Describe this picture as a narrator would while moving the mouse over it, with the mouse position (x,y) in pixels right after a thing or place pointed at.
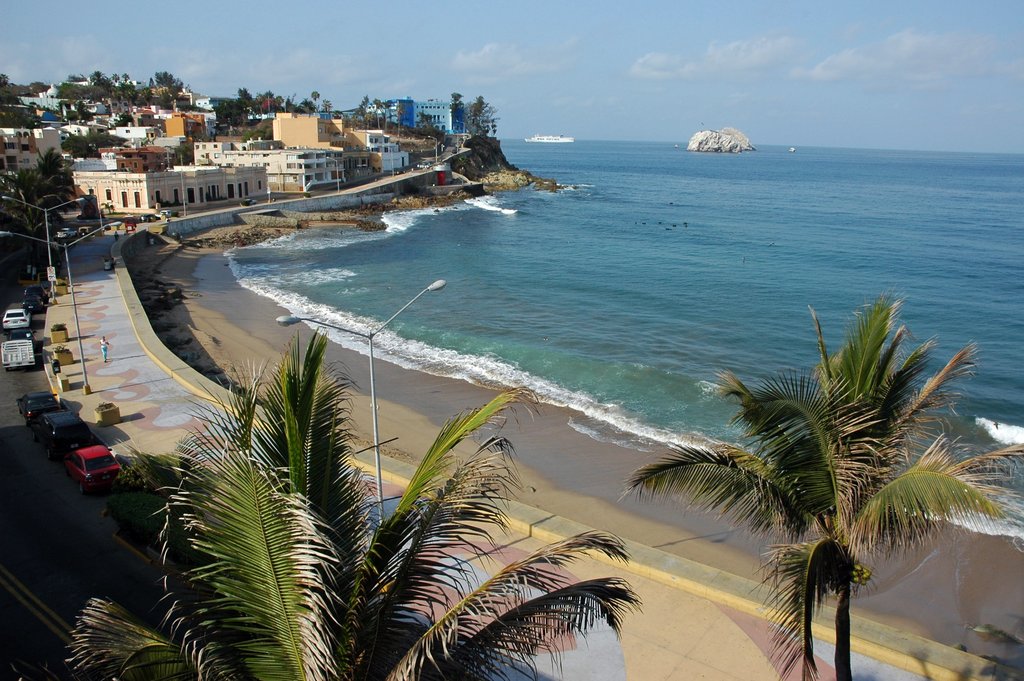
In this image there is a person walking on the pavement (133,375) having street lights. Bottom of the image (101,669) there are trees (284,673). Left side (27,336) there are vehicles (39,442) on the road (15,524). There are buildings (255,151) and trees (66,165) on the land (296,225). There is a ship (547,136) sailing on the water (682,239) having tides (610,365). There is a rock (710,149) on the water (729,167). Top of the image (689,126) there is sky (741,65) with some clouds (487,51).
